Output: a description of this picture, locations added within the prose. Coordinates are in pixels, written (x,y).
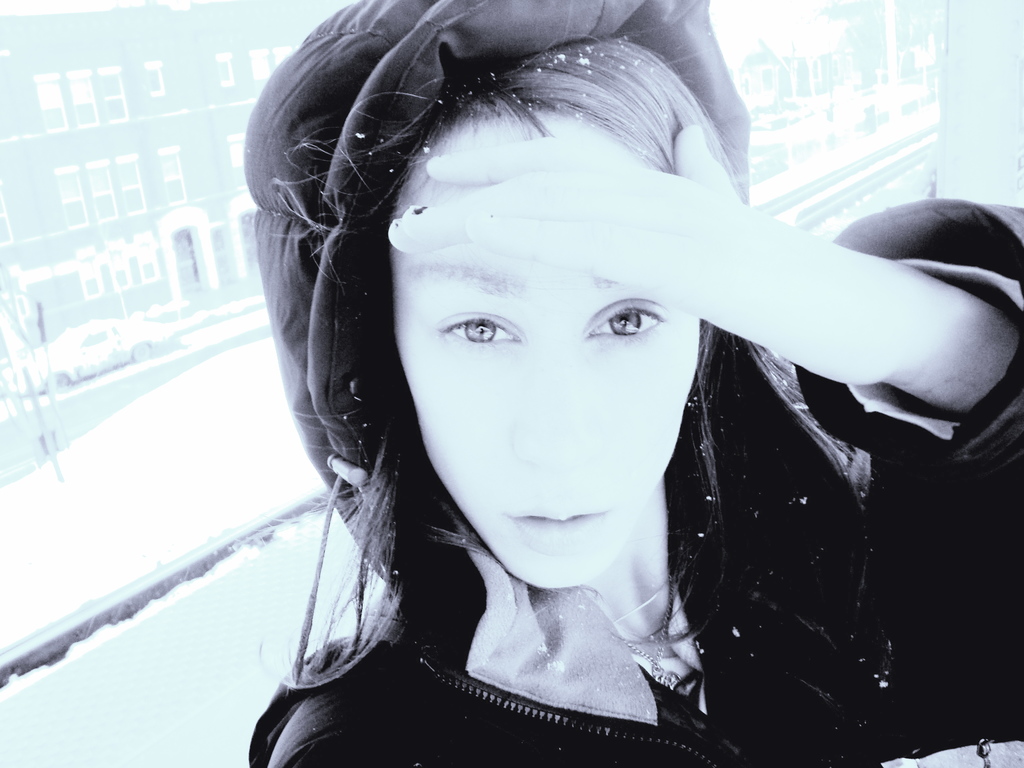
In this image we can see a person (651,408). In the background (174,317) there is snow (191,525) on the ground (179,369) and vehicles (116,336) on the road (182,360) and we can see buildings (215,257), windows (102,284), doors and trees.
